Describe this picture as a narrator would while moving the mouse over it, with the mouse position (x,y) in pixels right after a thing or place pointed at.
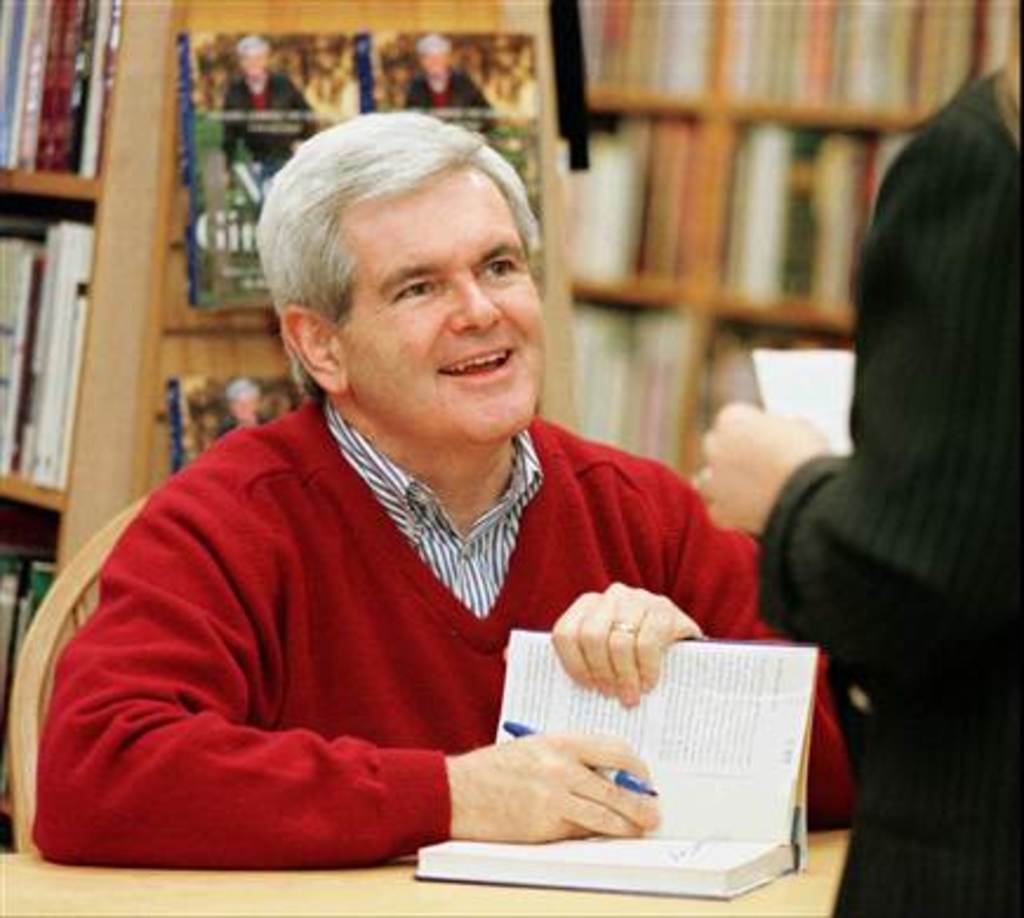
In this image we can see a man (180,487) sitting on the chair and a table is placed in front of him. On the table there is a book (646,738) and the man (575,776) is holding pen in his hand (523,791). In the background (284,105) we can see books (263,151) arranged in rows in the shelves (128,277).
